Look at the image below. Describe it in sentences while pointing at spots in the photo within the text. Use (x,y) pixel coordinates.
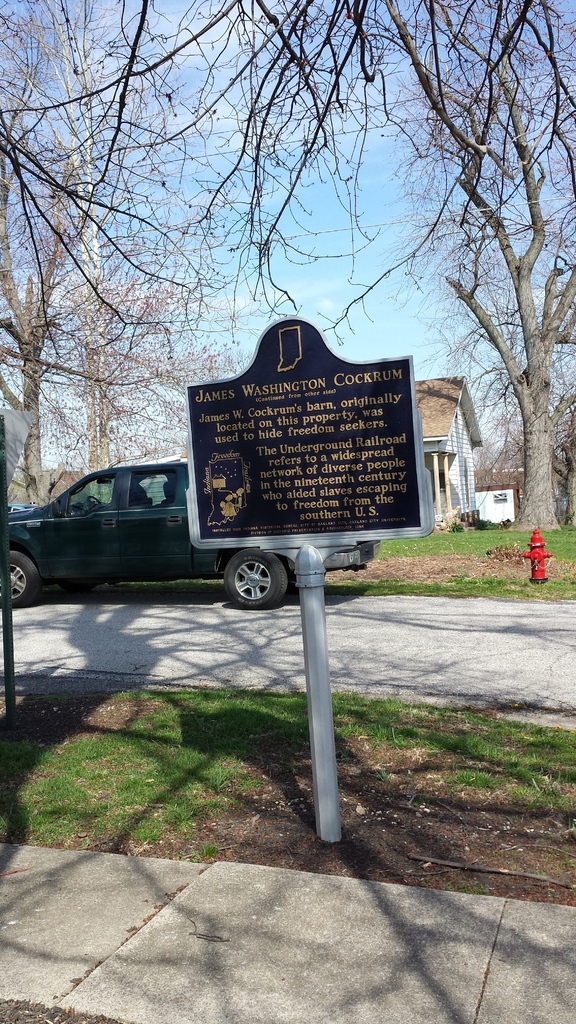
In this picture in the center (283,466) there is a board (319,466) with some text (328,466) written on it and there is grass (184,774) on the ground (288,739). In the background (153,498) there is a car (149,549) which is green in colour, there is a fire hydrant (536,571), there are trees (571,458) and there are houses (464,449) and we can see clouds (217,124) in the sky (278,173).
